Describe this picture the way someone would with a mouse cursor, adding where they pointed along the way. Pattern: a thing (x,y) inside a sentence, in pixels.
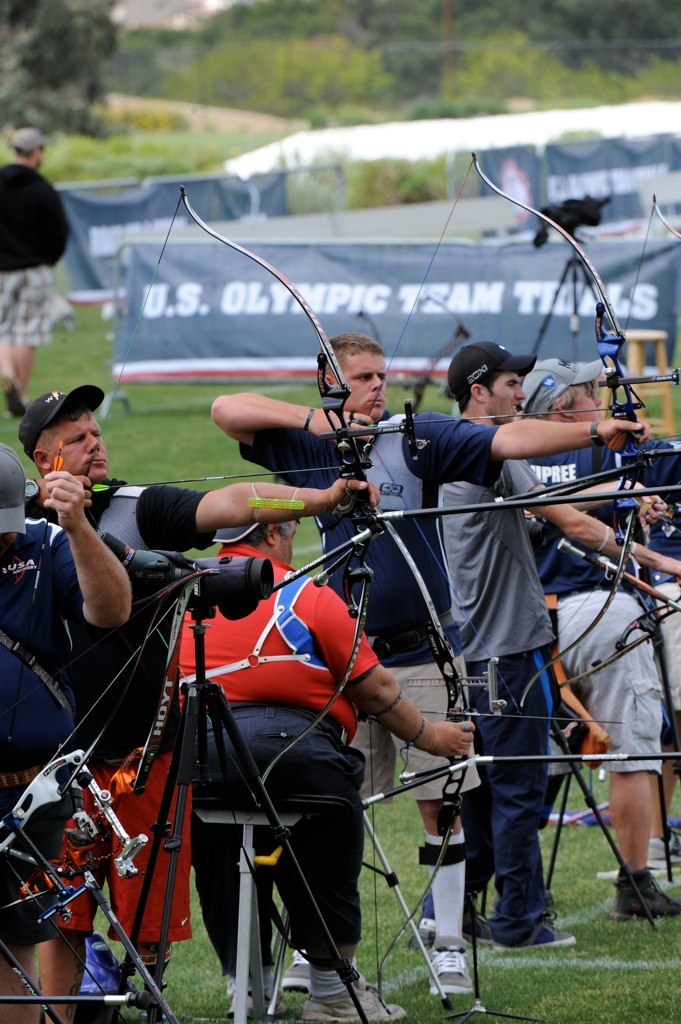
In this image in the middle (277,596), there is a man (315,766), he wears a t shirt (287,685), trouser (346,886), shoes (343,1000), he is holding a bow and arrow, he is sitting, in front of him there is a man (405,494), he wears a t shirt (381,537), trouser (411,761), shoes (454,945), he is holding a bow (408,434) and arrow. On the left (85,680) there is a man (111,608), he wears a t shirt (153,687), trouser (159,898), cap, he is holding a bow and arrow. On the right (584,521) there is a man (564,593), he wears a t shirt (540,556), trouser (525,780), shoes (557,933), he is holding a bow (647,591) and arrow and there are some people (668,539). At the bottom (567,979) there is a grass (560,961). In the background (505,343) there are posters (580,275), camera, trees (87,38) and plants (335,52).
